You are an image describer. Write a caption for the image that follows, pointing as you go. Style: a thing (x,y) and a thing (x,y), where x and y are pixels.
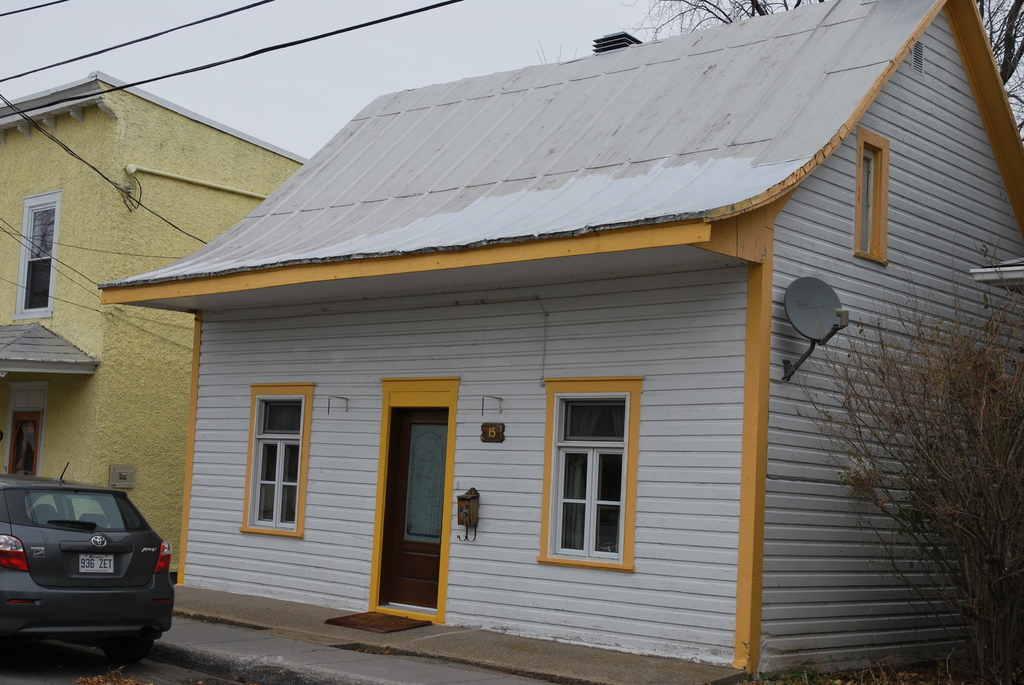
In this picture I can see a vehicle (84,484) in front of the houses (830,384), around we can see some trees (912,384).
